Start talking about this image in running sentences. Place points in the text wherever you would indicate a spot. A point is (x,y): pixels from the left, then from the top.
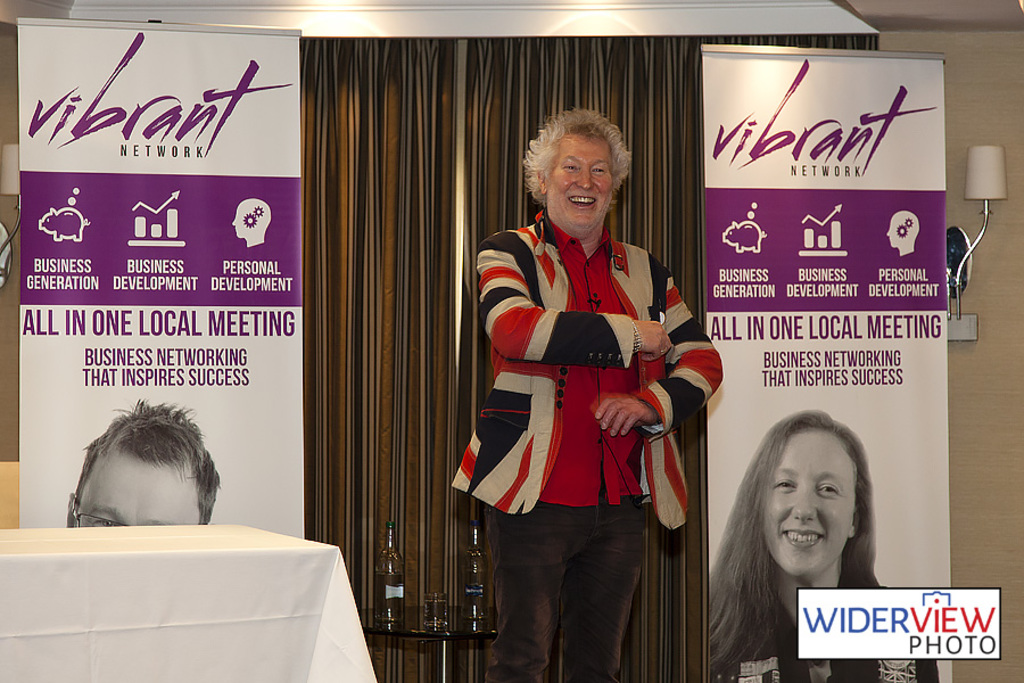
In this image we can see a person (611,592) standing. We can also see two bottles (395,615) and a glass (433,620) placed on a table (422,635). On the backside (376,644) we can see a board (266,448), curtain (311,426) and a lamp (986,191) to the wall (966,366).
